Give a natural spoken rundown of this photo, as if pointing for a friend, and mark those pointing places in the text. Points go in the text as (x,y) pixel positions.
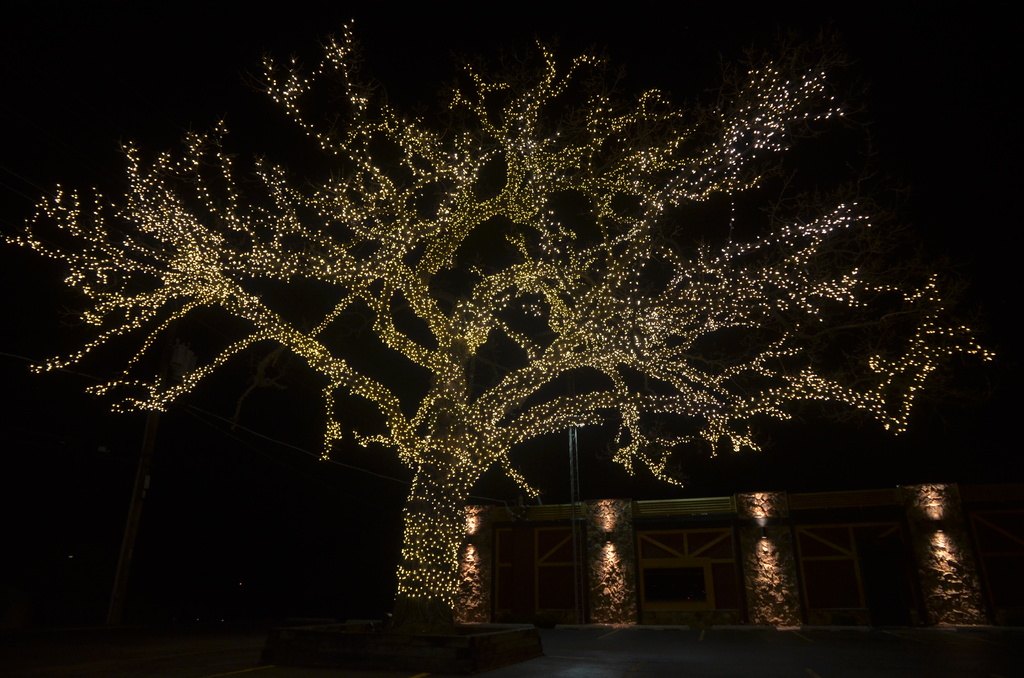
In this image we can see a wall (974,579), poles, wires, and lights (657,469). Here we can see a tree (584,298) decorated with lights (420,528). There is a dark background (147,14).
